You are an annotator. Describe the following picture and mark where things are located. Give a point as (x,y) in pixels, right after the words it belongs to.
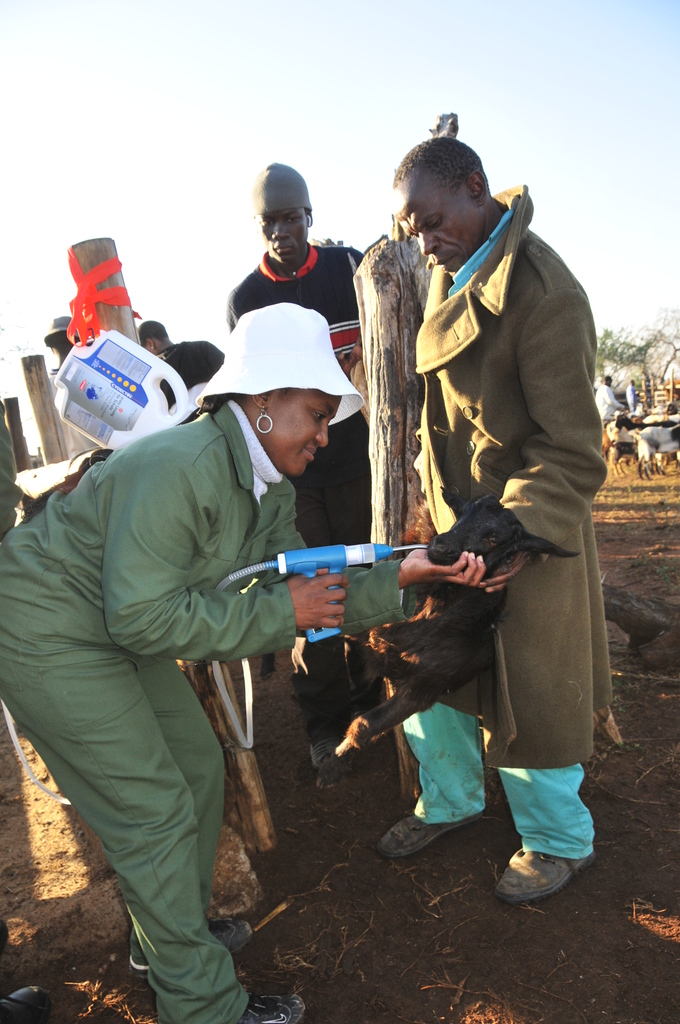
On the right side of the image (514,345) a man (530,406) is standing and holding an animal (477,610). On the left side of the image (187,599) a lady (221,538) is standing and holding an object (339,557) and wearing a hat (283,379). In the center of the image (349,422) a man (327,264) is standing. In the background of the image (102,314) we can see logs (118,328), object (155,376), animals (612,455), trees (614,367). At the top of the image (272,96) there is a sky (249,60). At the bottom of the image (447,939) there is a ground (441,975).
